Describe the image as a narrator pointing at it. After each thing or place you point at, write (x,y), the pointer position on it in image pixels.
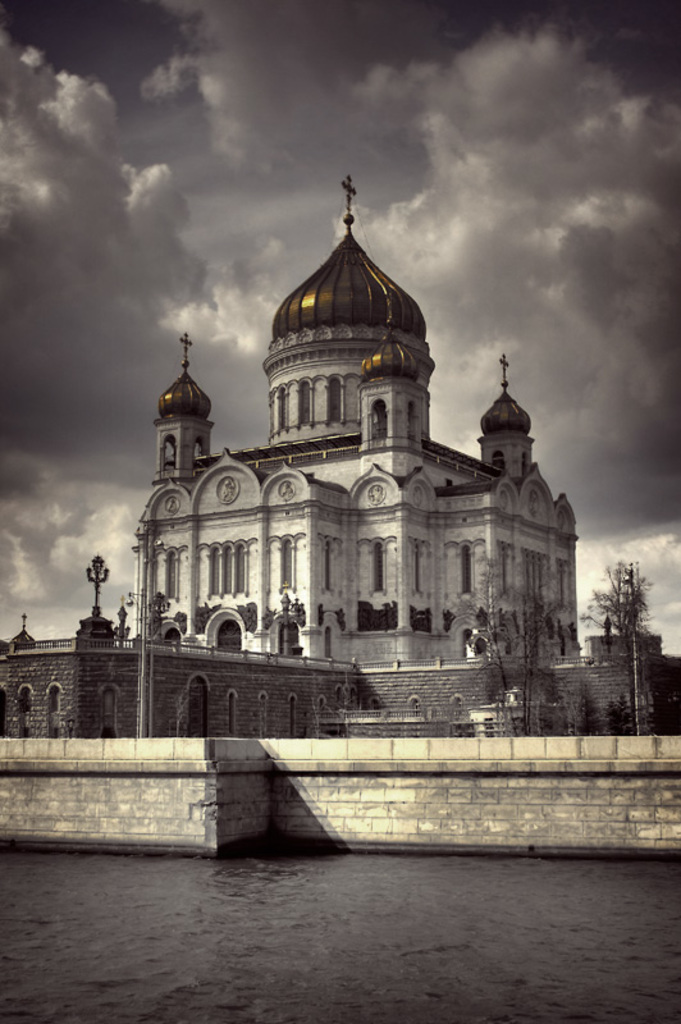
In the center of the image (339,639) we can see a cathedral (390,549). At the bottom (187,798) there is a wall (180,798) and a river (342,937). In the background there are trees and sky (432,270).
